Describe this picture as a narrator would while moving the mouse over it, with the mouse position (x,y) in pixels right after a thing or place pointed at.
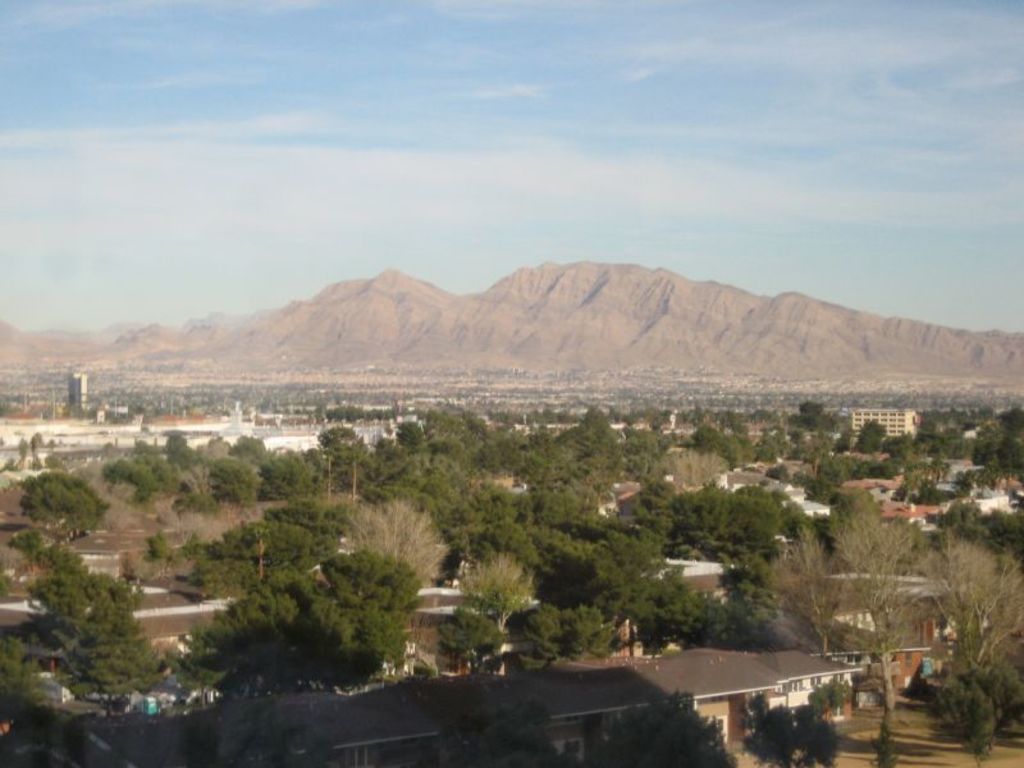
This image is taken outside and in the foreground of this image (305,549), there are trees (619,531), buildings (763,672), city (144,379), mountains (390,298), the sky (469,86) and the cloud (531,194).
